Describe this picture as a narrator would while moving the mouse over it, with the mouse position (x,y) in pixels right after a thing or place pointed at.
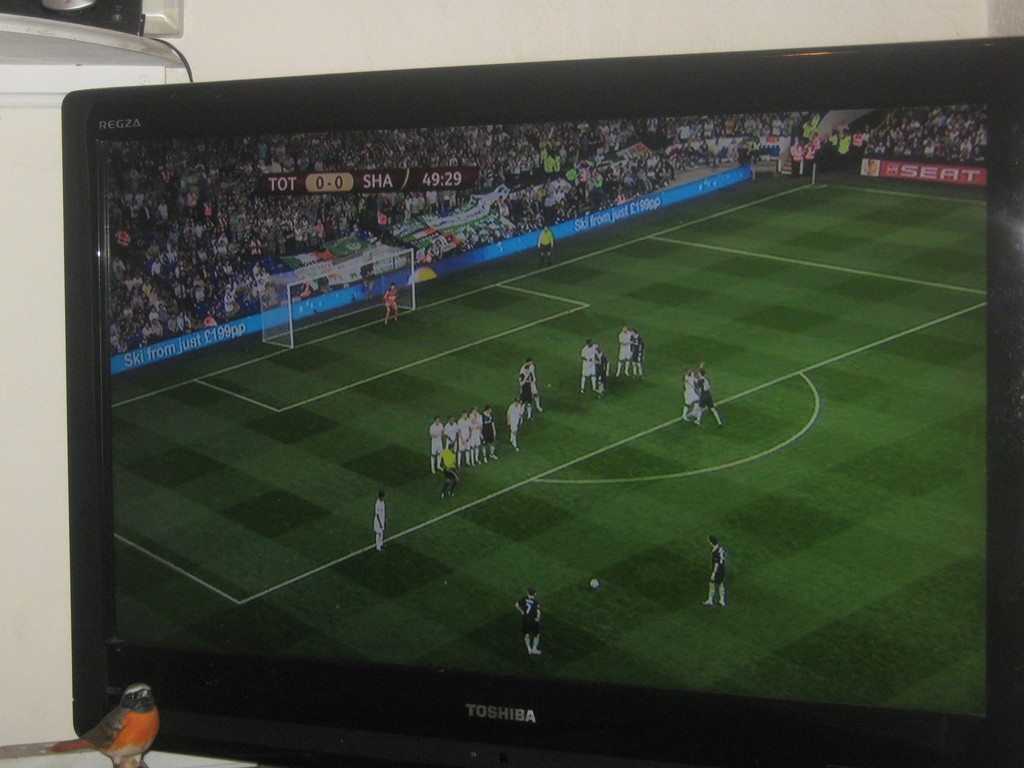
Here we can see a TV (285,710) and at the bottom (135,732) there is a toy bird (133,726) on the left side (132,719). In the background (291,44) on the left side (67,28) there is an object (79,19) on a stand (103,52) and this is the wall (204,41). On the screen (517,376) we can see a football match.
